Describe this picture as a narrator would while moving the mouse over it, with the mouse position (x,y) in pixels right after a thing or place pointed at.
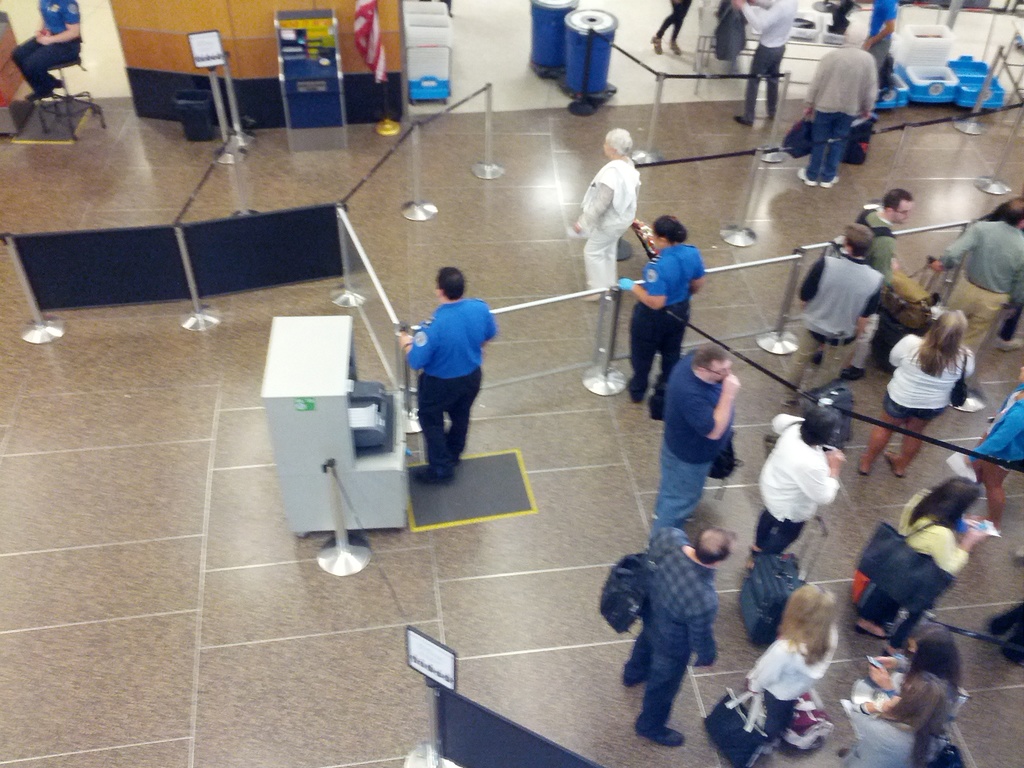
In this image, we can see people (703,553) and some are wearing bags (871,564) and holding objects (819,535) and there are poles (616,327) with ribbons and we can see bins (569,35), a flag (372,62), boxes (427,48), boards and we can see a person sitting on the chair (70,88) and we can see a machine (329,433) and a wall (139,25). At the bottom (486,513), we can see carpets (490,499) on the floor (141,603).
